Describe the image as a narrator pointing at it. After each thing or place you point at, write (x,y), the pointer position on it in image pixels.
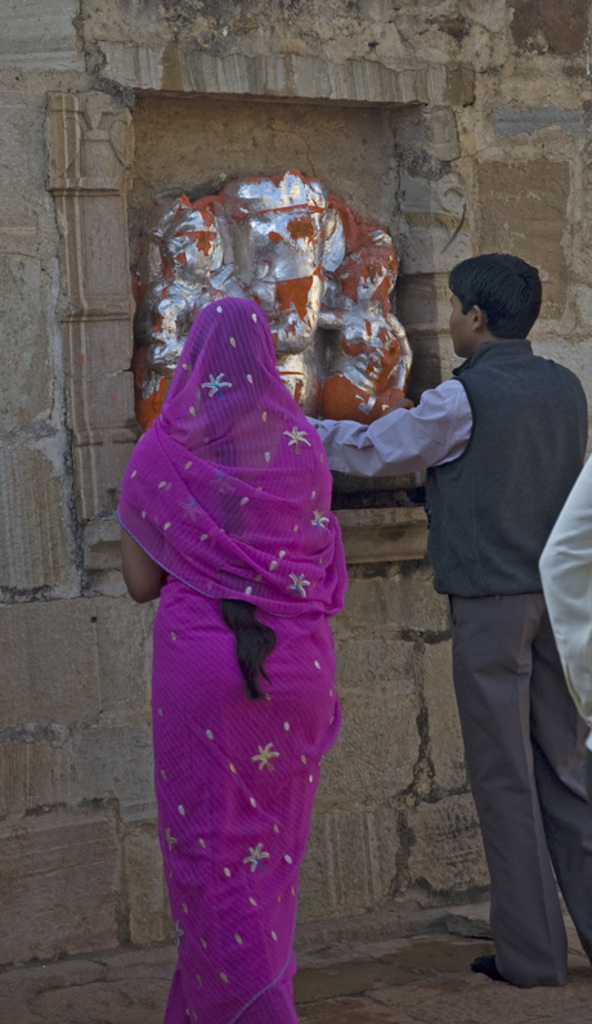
In this picture I can see a idol (295,301) and I can see few people (217,671) are standing.
